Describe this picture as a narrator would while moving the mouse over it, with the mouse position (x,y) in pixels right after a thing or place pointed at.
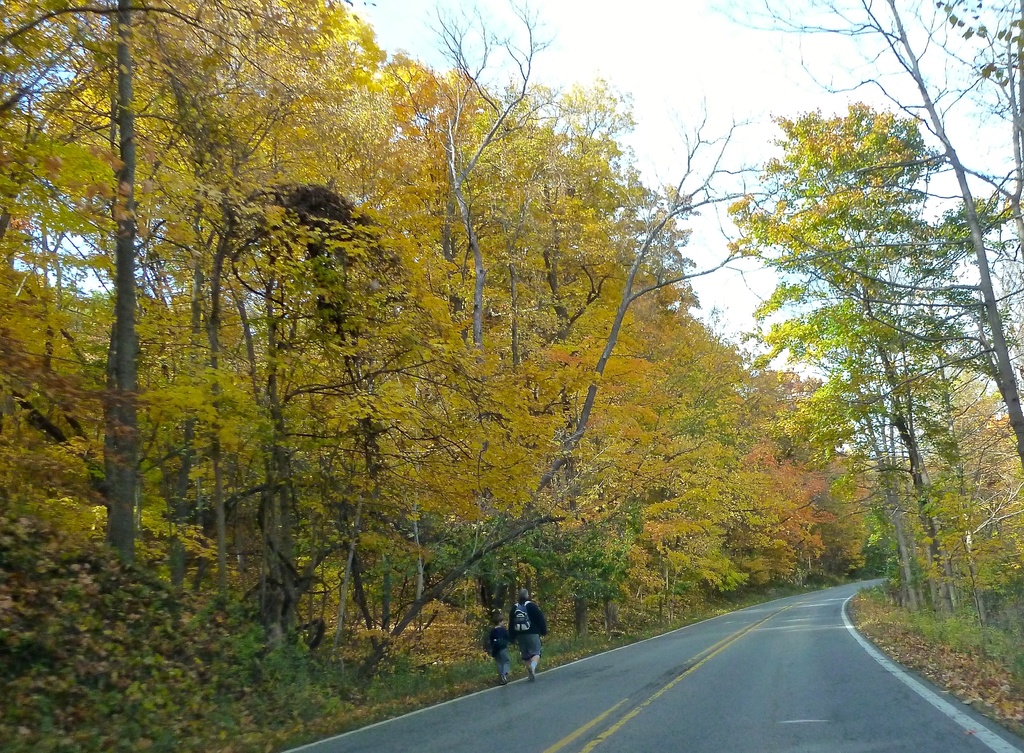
Two persons (526,658) are walking on the road (601,669) and they are carrying bags (497,644) on their shoulders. To either side of the road (582,665) there are trees (430,318). In the background (378,15) there are clouds (498,54) in the sky (490,68).
